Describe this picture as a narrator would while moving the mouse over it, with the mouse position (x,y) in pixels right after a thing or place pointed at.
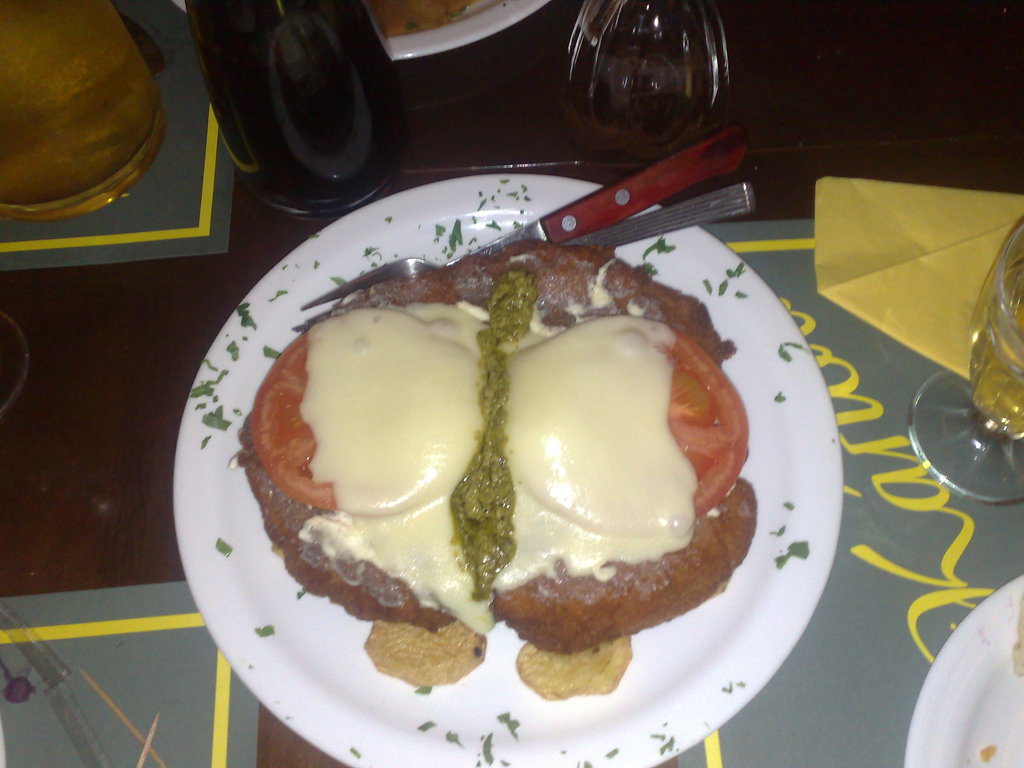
In the middle of the image (416,376) there is a plate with a food item (497,448), a fork (574,241) and a knife (555,239) on the plate (318,621). At the bottom of the image (111,690) there is a table (83,348) with a few papers (147,612), a glass of wine (931,441), a plate (971,690), a bottle (291,89), a glass of water (611,50) and a glass of juice (15,167) on it.
